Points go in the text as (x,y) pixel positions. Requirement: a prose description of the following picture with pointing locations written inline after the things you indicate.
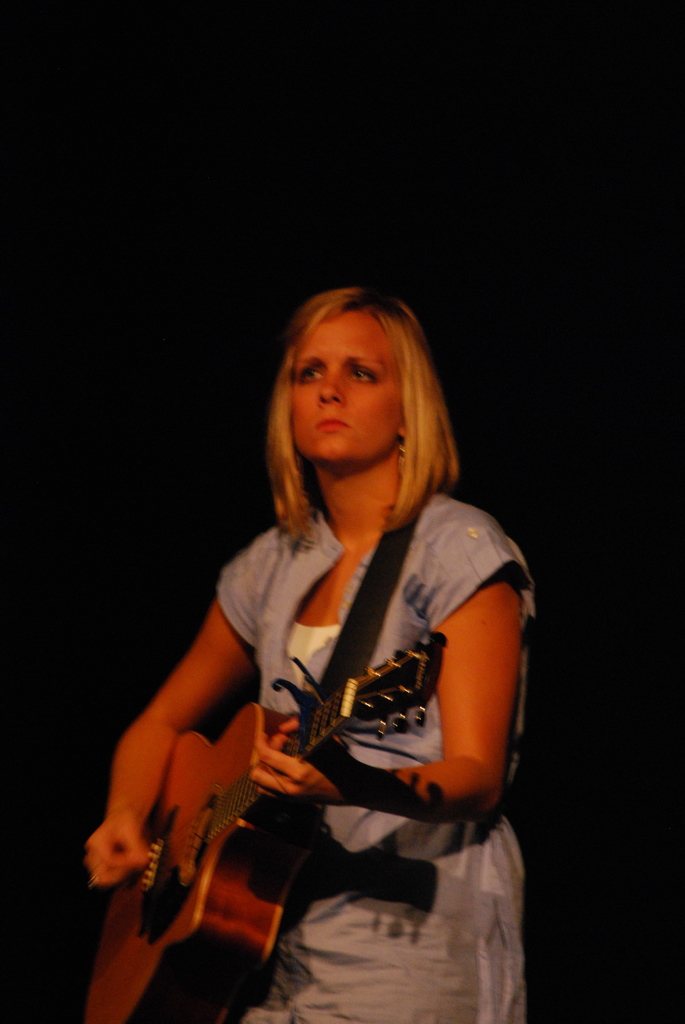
The woman (351,529) staring seriously holding a guitar (229,836), she has blond hair (409,426).
